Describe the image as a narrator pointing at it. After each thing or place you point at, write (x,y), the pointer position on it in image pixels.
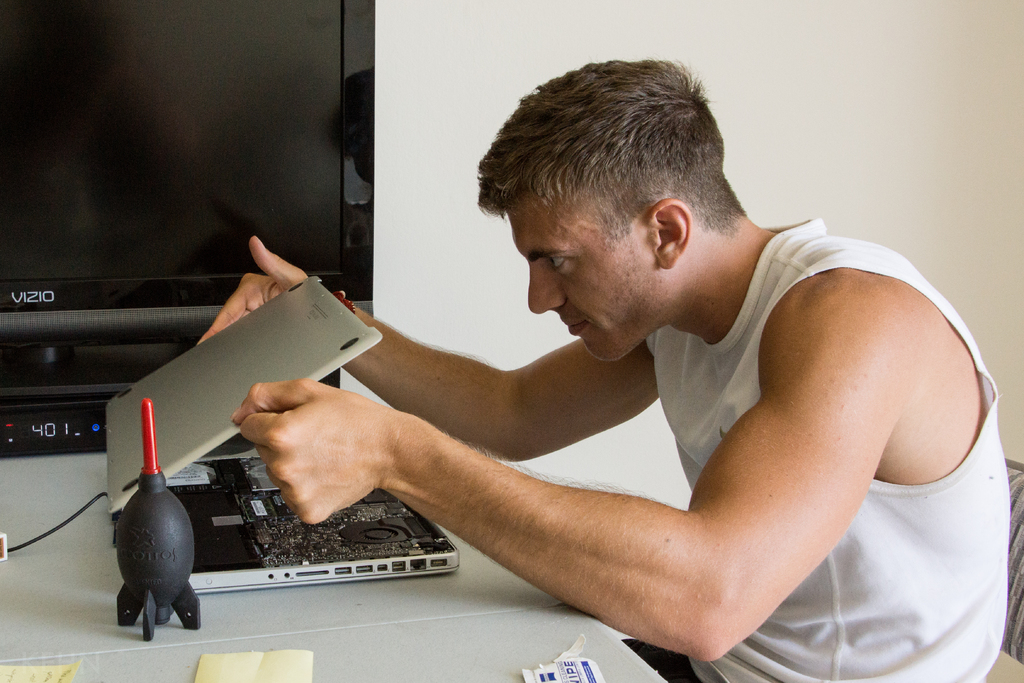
In this picture we can see a man (971,617) holding a laptop (261,525) with his hands (238,309) and in front of him on table (164,658) we can see papers (52,682) and an object (150,452) and in the background (292,202) we can see a television (295,231), wall (537,79).
